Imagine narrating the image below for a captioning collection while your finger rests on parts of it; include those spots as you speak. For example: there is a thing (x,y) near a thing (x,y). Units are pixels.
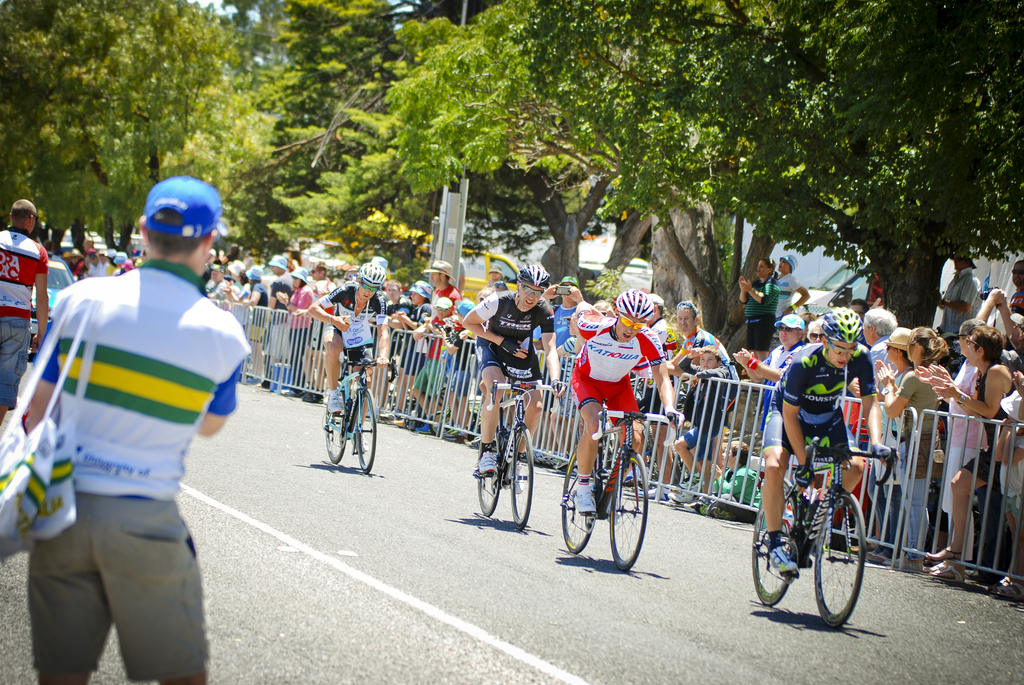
In this image there are group of people (795,401) riding bicycles (760,554) on a road (316,427). Some of the people (981,334) are staring at them behind the fence (729,382). To the left side (199,376) there is a person (181,419) with white t shirt (159,433) and grey shorts (168,524) is holding a bag (16,502). In the background (585,89) there are some trees (805,130), houses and trucks (813,275).
